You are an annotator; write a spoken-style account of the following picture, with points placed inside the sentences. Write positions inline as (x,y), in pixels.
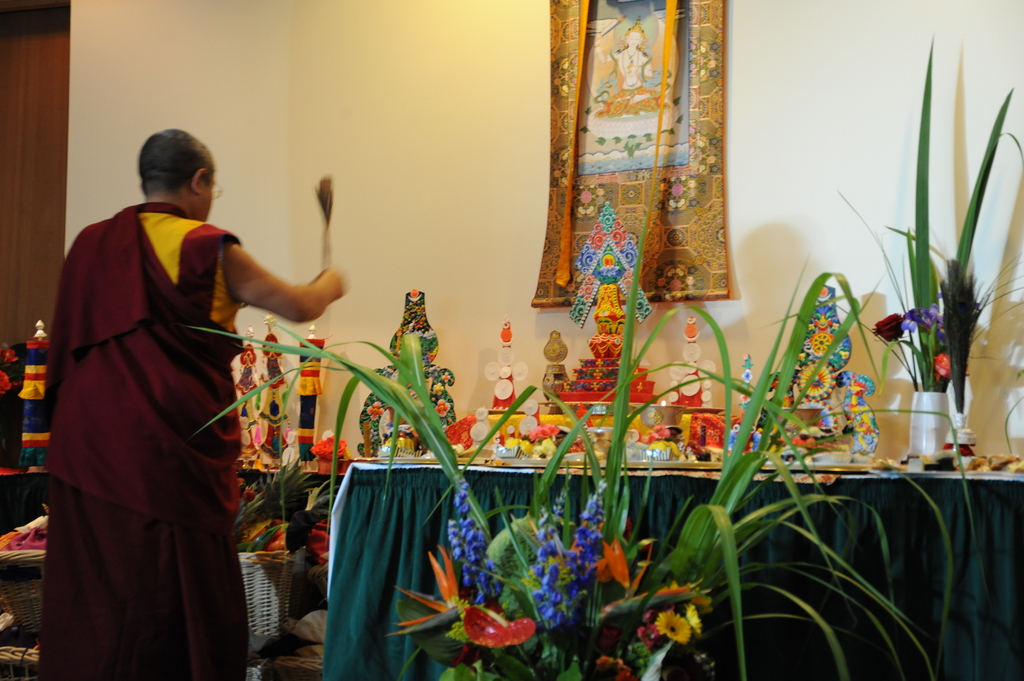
In the picture we can see a Buddhist monk (217,629) doing some prayers, in front of him we can see a table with green color cloth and some plant and flower decorations (488,669) to it and on the table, we can see some god sculptures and to the wall (484,140) we can see some craft (603,204) and beside the wall (478,259) we can see a wooden door (28,197).
